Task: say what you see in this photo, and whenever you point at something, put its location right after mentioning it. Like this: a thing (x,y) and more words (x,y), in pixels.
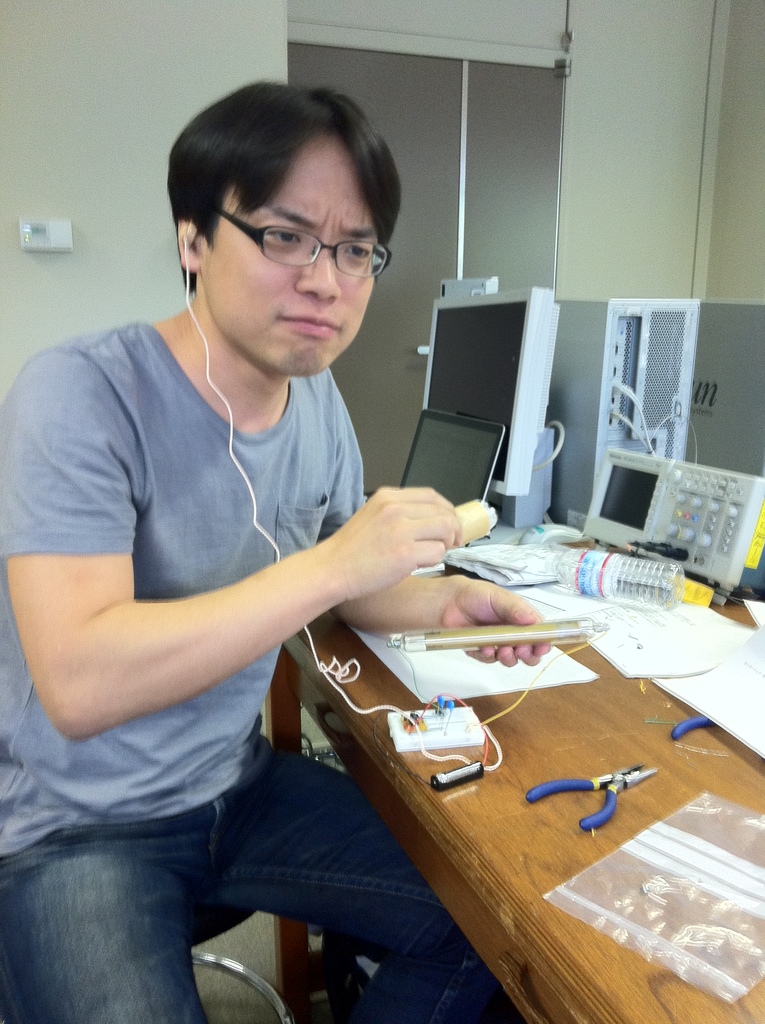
In this image I see a man (535,616) who is holding a electronic device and there is table (612,700) in front (626,696) and there are lot of equipment (736,581), papers (717,639) and a bottle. In the background (637,275) I see the wall (29,318).
